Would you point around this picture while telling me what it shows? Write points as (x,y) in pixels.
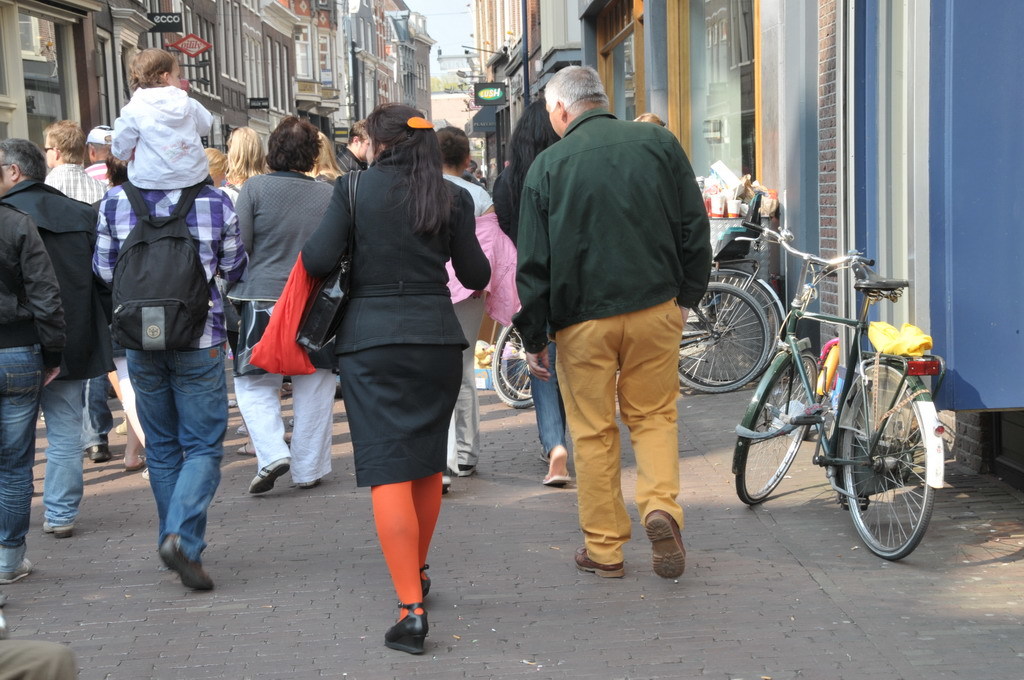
In this picture I can see some people (367,317) are walking on the road (953,492), side we can see few vehicles (848,452) and also I can see some buildings (711,163) around.
